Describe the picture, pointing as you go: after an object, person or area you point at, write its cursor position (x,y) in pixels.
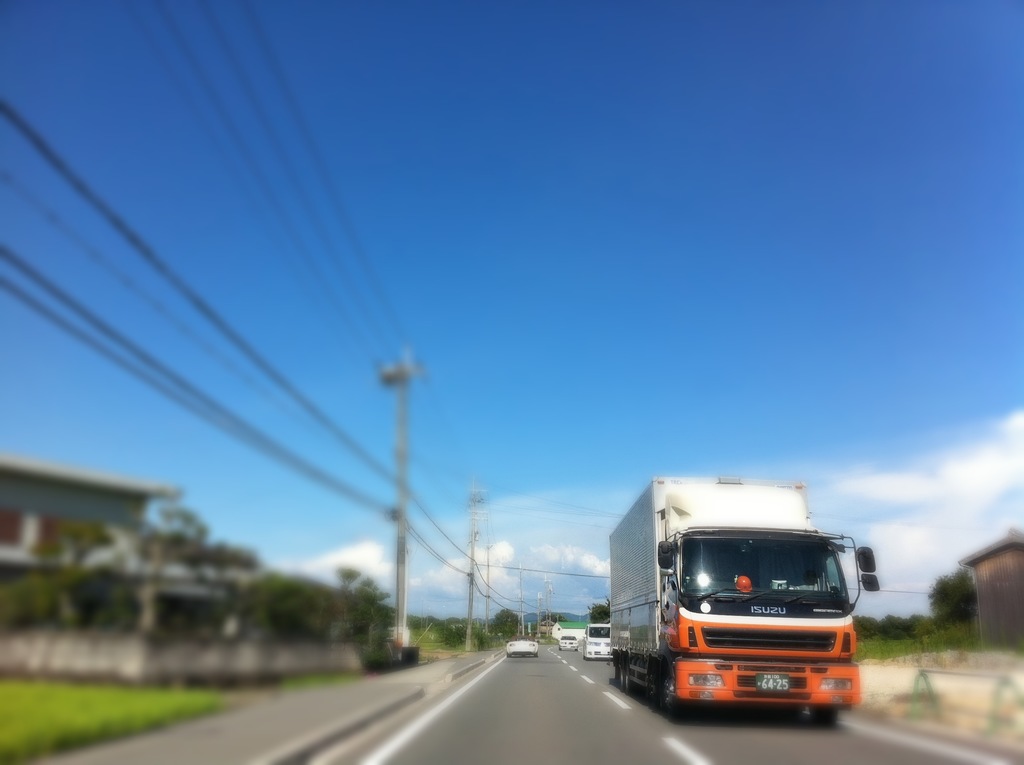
In this image we can see a group of vehicles (748,593) on the road (484,708), some buildings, poles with wires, grass (437,637), metal poles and the sky (622,303) which looks cloudy.
